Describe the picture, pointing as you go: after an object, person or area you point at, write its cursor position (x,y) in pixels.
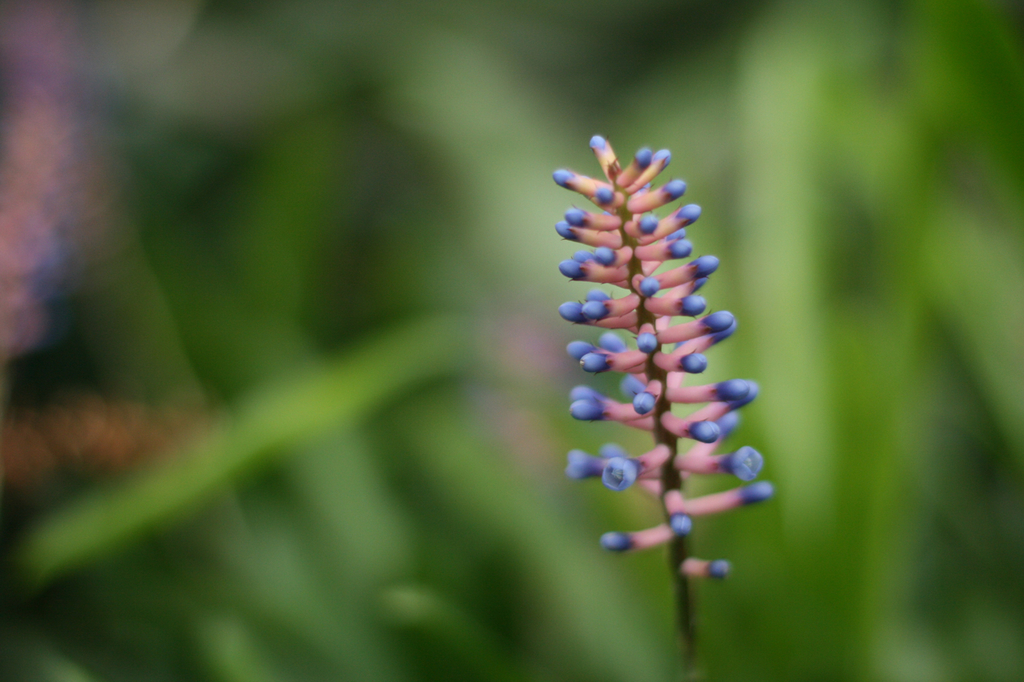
In this image in the front (673,333) there is a plant (652,339) and the background (92,574) is blurry.
